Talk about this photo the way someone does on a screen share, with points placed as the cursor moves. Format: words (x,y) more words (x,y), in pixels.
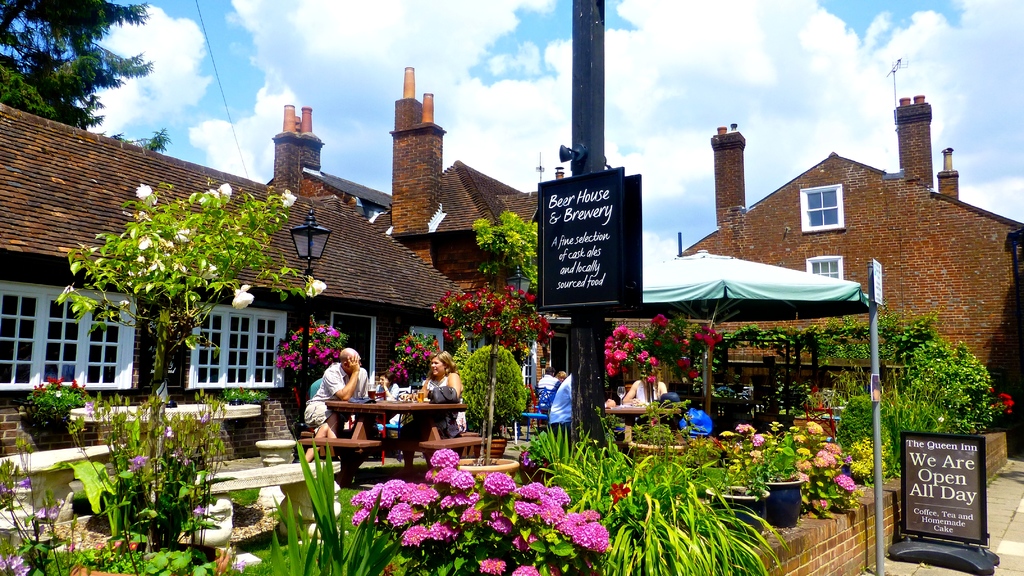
It is a restaurant (27,352), there are plenty of flower plants (537,443) and some other greenery (521,400) outside the restaurant (346,218) and the customers (337,381) are sitting around the tables (397,406) and having some food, in front of the restaurant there is a house (936,232) and it is made up of bricks (952,263), outside the restaurant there is a board (932,501) and something is mentioned on that board (925,493), behind the restaurant (106,185) there is a tree (83,75) and in the background (429,48) there is a sky (935,67).
